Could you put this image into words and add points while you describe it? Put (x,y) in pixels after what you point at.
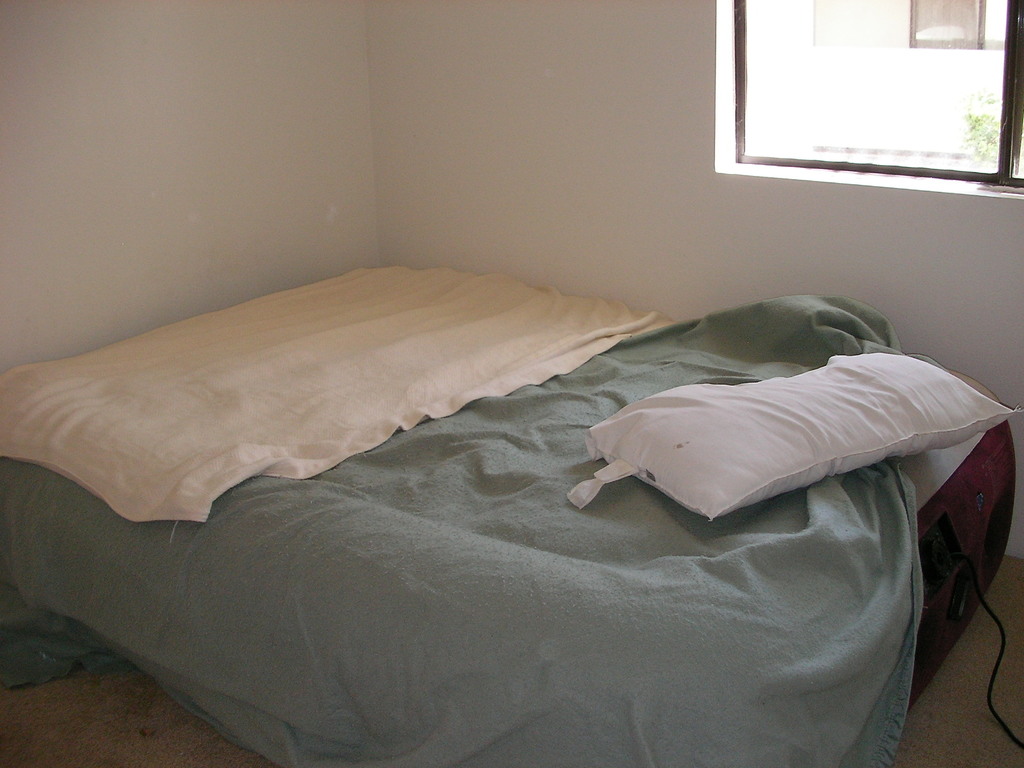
In the center of the image (635,377) there is a bed (360,332). In the background of the image (388,165) there is a wall (545,97). There is a window (842,141). At the bottom of the image (163,737) there is carpet (65,736).
